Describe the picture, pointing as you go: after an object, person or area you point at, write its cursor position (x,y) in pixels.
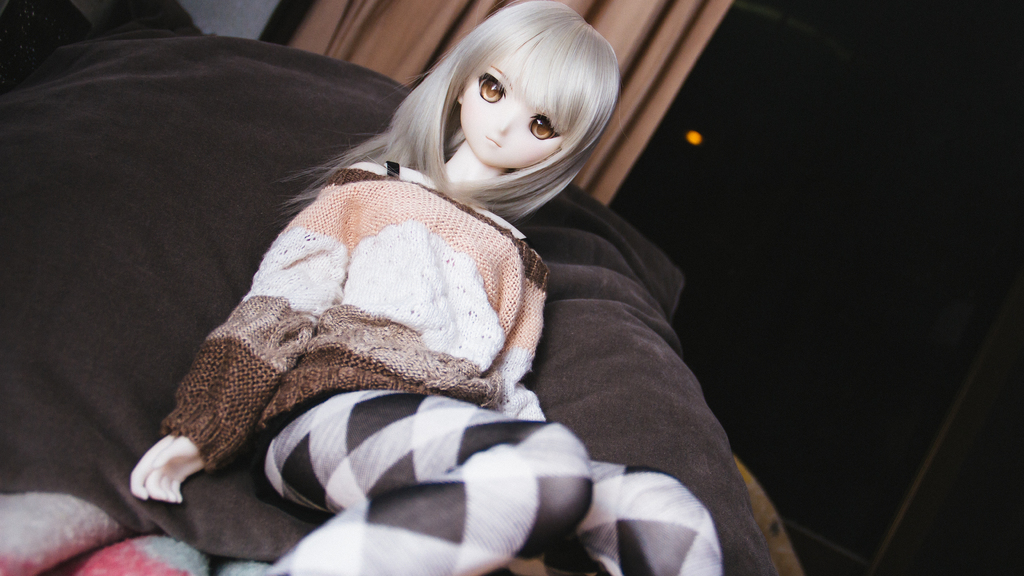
In this picture we can see a doll (387,314), cloth (167,191), curtain (391,36), light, some objects (763,486) and in the background (823,112) it is dark.
